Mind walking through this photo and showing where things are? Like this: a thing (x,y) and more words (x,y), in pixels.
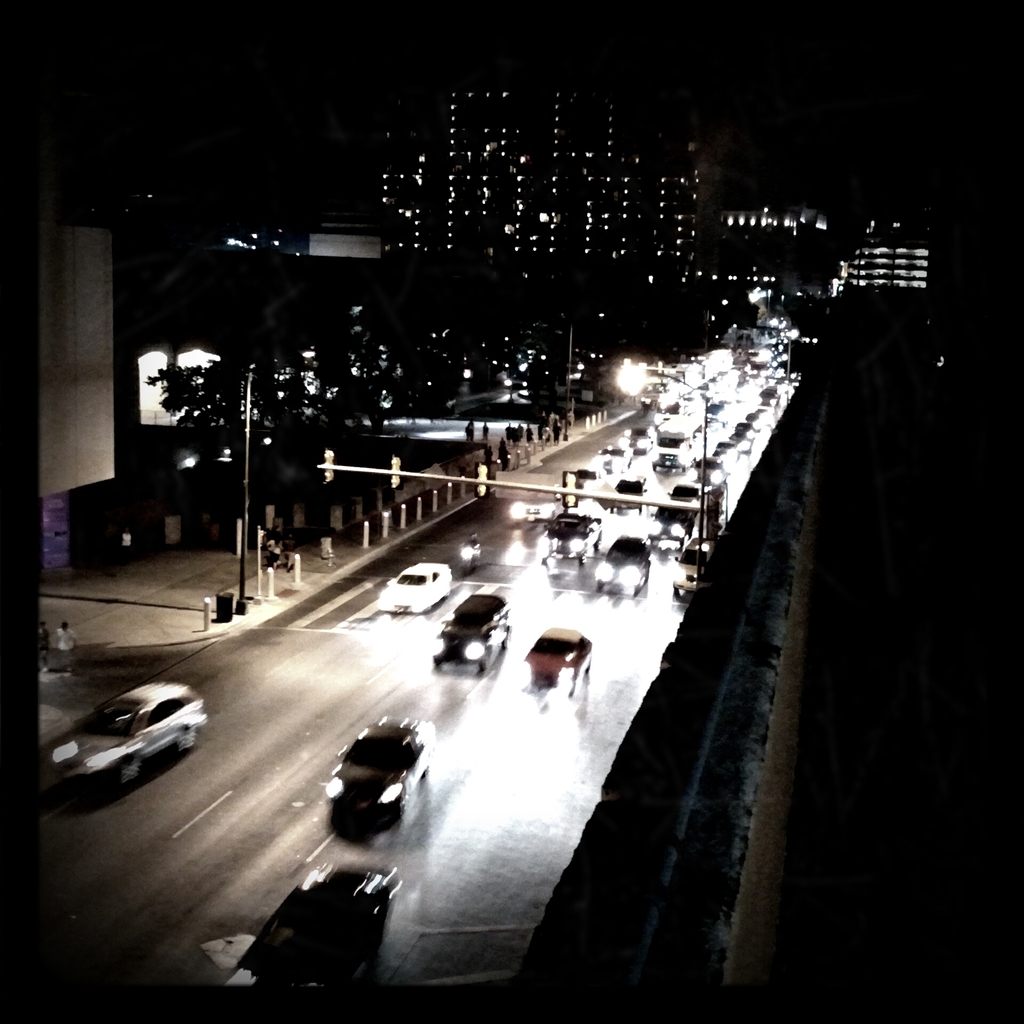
In this image I can see a street (299,770) at night. This is a top view of a street (299,770). I can see vehicles (616,547) on the road (492,710), signals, other light poles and buildings (454,202) with lights (581,235) with a dark background (632,216).
